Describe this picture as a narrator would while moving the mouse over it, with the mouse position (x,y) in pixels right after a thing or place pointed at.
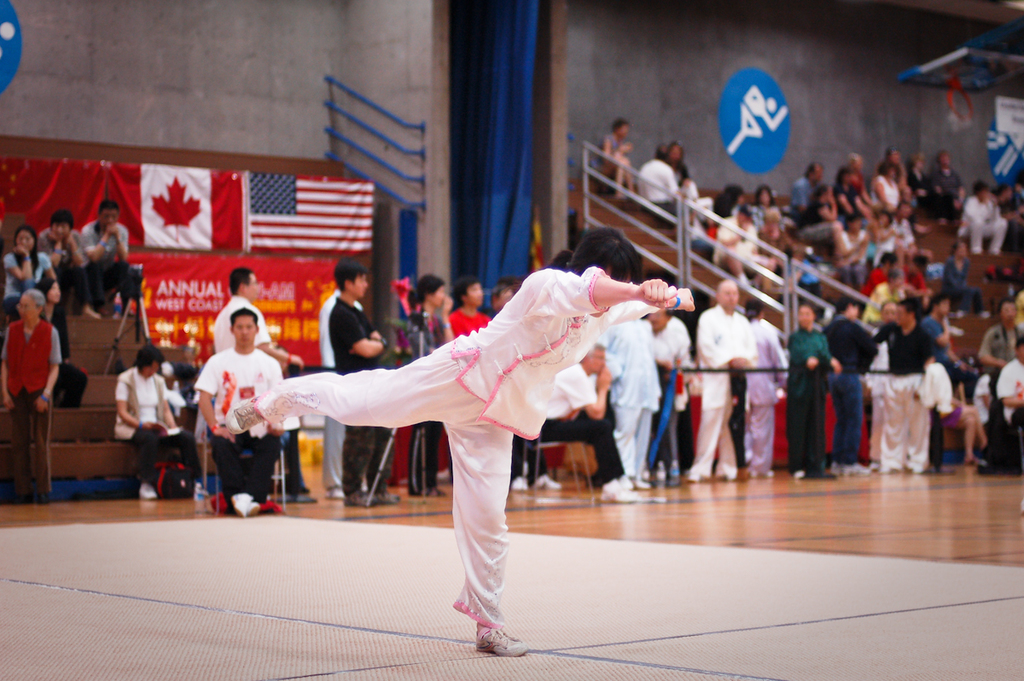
In this image there is a person (479,402) standing on a single leg (491,646). Behind the person (480,610) there are a few people (232,352) sitting and a few (813,338) standing. In the background (167,20) there is a wall (620,41). To the left (191,291) there is a banner (208,294) with text (264,297) on the wall (897,127). Above the banner (222,282) there are flags (279,204) on the wall (382,200). To the right (769,130) there are symbols (781,123) on the wall (822,108). In the center (499,232) there is a curtain (487,129) on the wall (874,97). At the bottom (345,584) there is a mat (323,602) on the floor (755,567).
